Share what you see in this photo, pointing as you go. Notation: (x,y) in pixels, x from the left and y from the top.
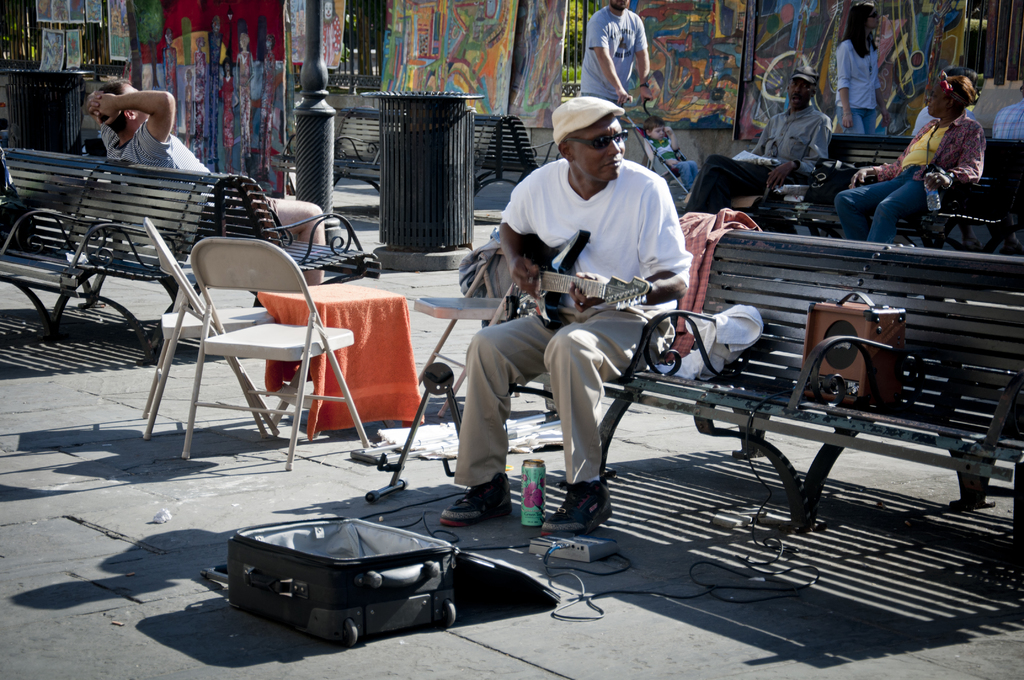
In this image a man (493,497) is playing guitar (530,306) with his hand (536,274) and a cap (581,123) on his head (564,148). To the left side (164,125) there is another man (153,145) who is sitting on a bench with his hand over his eyes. At the background (716,154) two people (822,148) are sitting on a bench (854,151) and one man (622,68) is carrying a baby (678,168) in cradle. In the middle (351,331) there is a pole (313,98) and table (315,314) and chairs (248,310). At the bottom (414,579) there is suitcase (415,582), plug box (560,552) and a tin (532,496).
